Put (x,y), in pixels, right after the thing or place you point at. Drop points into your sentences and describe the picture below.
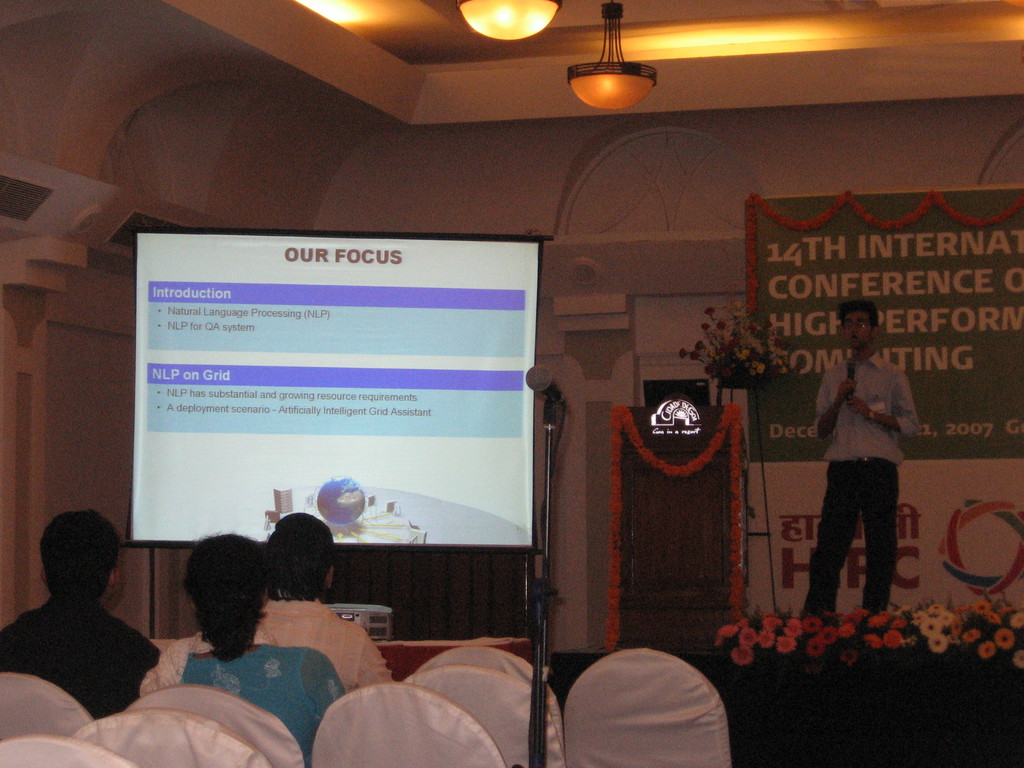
In the foreground of this image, there are three persons (316,662) sitting on the chairs (418,714) and mic (542,704) is placed middle of the image (543,425). In the background (390,377), we can see the screen (408,331), wall (459,169), lights (618,59) to the ceiling (565,60), podium (724,491) and a person (855,406) holding a mic (854,368) in his hand (855,392) and standing on the stage (888,618), few flowers (975,628) are on the edge of the stage (971,623) and a banner (913,287).
